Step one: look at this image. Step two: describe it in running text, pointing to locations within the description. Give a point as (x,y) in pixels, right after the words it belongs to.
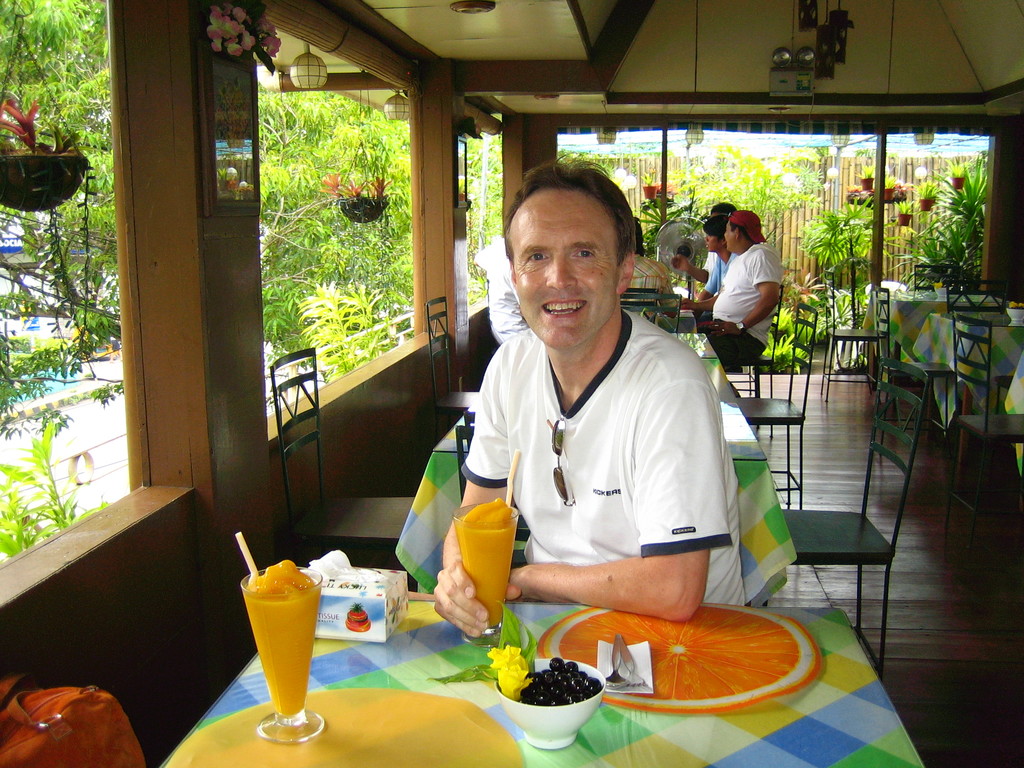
there is a man (567,450) sitting in a chair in front of a table (602,732) where there are some juice glasses (279,706) and some fruits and the Bowl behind him there are other man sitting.
